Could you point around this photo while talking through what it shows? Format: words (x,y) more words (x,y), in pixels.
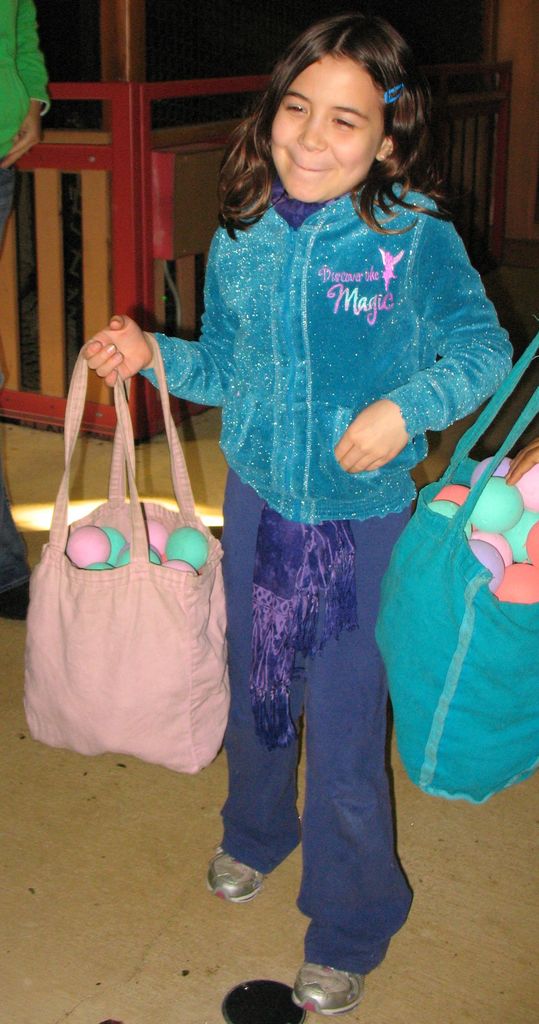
In this picture we can see a girl (258,642) wore colorful jacket (302,319) and smiling and carrying bag (185,674) full of balls (105,531) in her hand (142,341) and beside to her we can see balls (479,518) in bag (431,537) and in background (109,136) we can see some person (35,129), fence (126,164).
